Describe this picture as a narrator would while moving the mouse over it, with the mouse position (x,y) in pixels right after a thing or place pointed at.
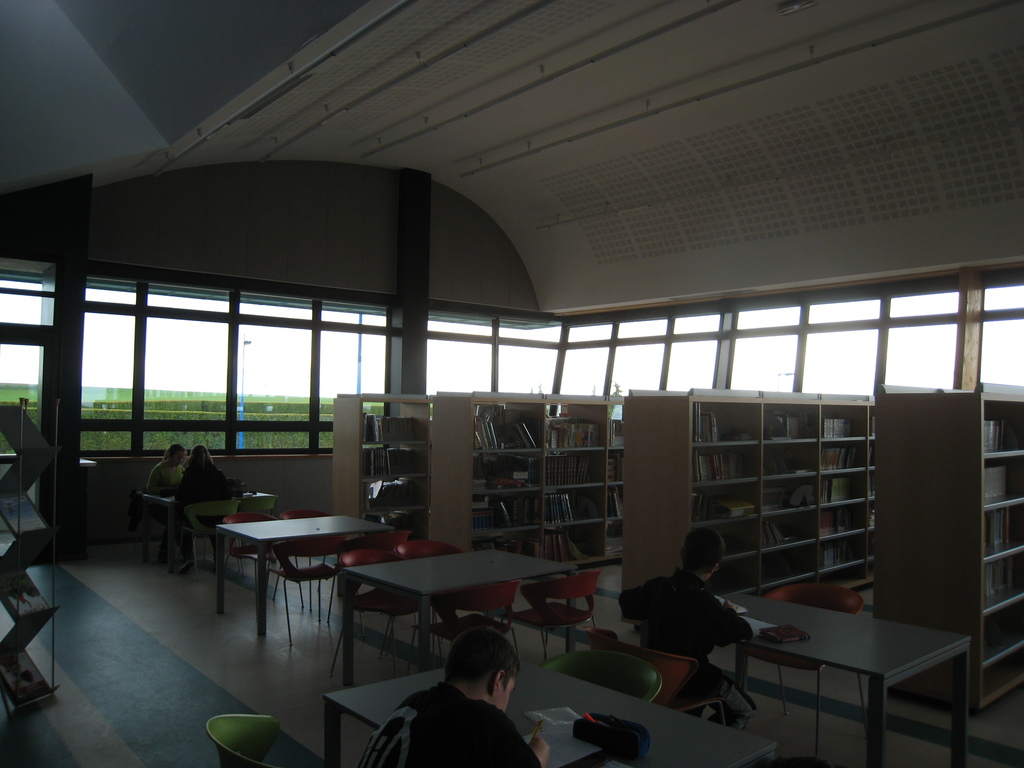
it's a library (828,744) a person (543,754) is sitting on the chair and writing something in a book (564,736) on the table (627,708). Here there are book shelves (816,542) and glass windows (289,398) some trees (160,435) outside of windows (106,429).
